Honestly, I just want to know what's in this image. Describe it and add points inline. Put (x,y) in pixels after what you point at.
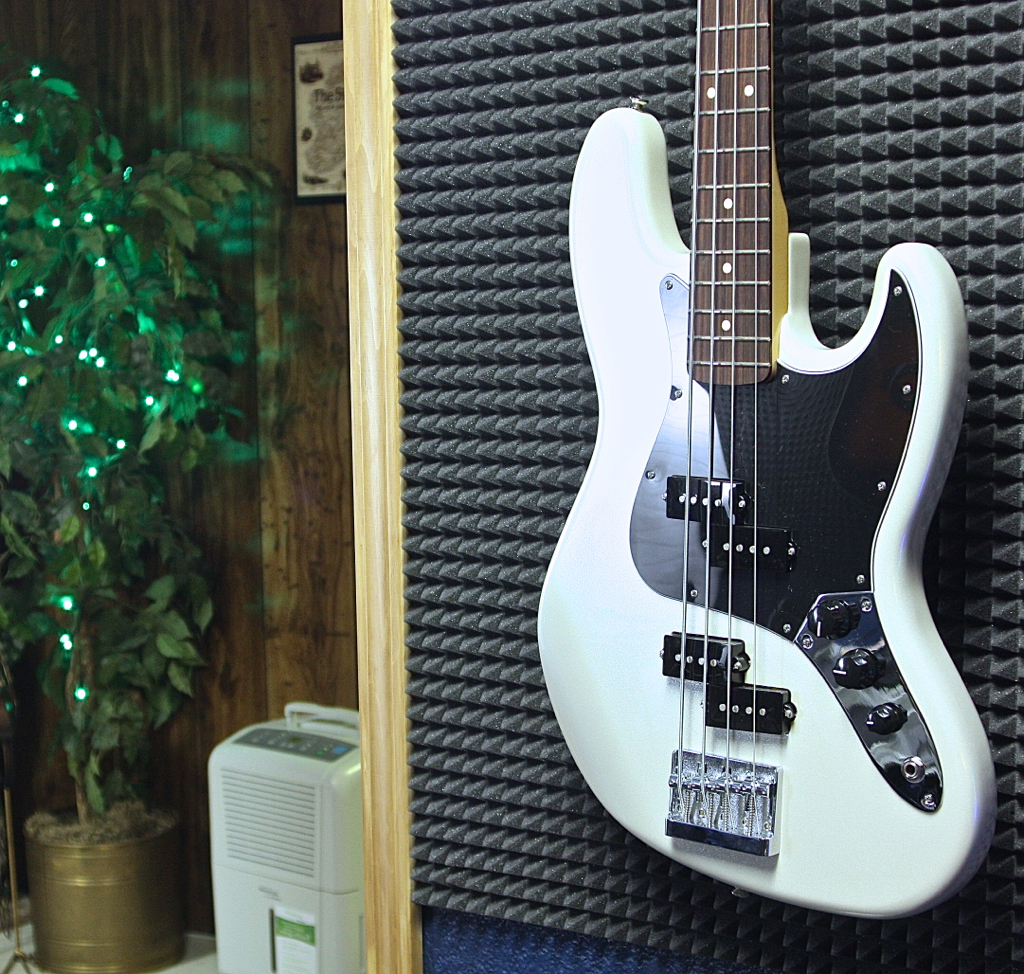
We can see guitar (601,489). On the background (190,237) we can see wall (238,78), plant (9,520), pot (91,931).
